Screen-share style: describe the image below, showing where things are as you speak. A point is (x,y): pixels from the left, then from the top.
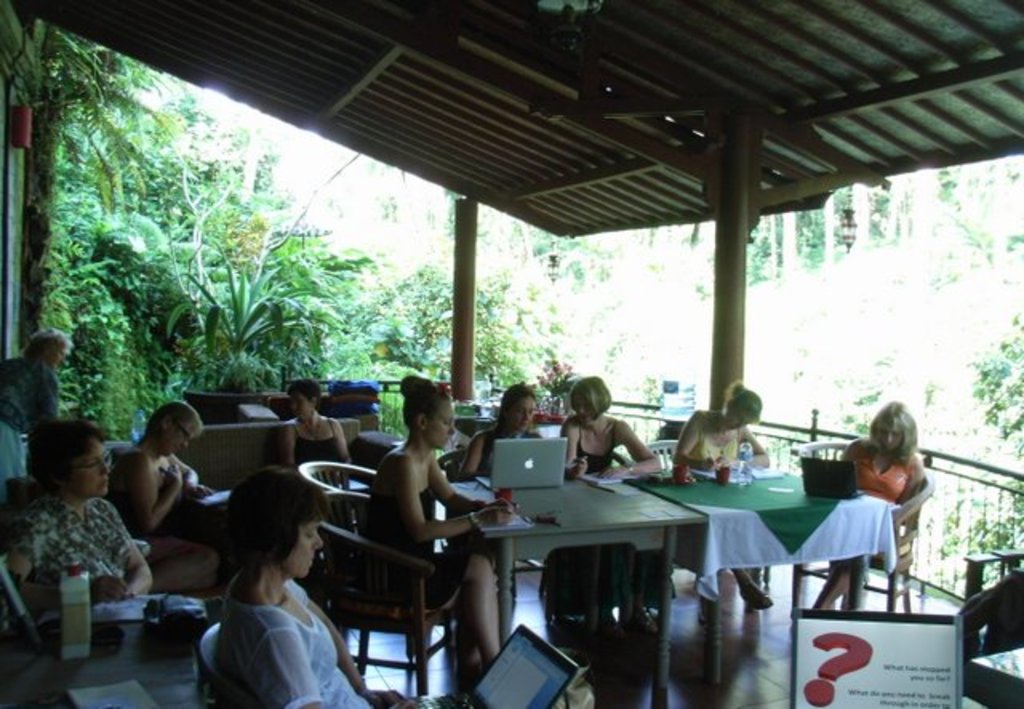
This picture describes about group of people (425,465) few are seated on the chair (327,565), and few are standing in front of them we can find couple of laptops (546,467), bottles (741,472), glasses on the tables (620,532), in the background (358,301) we can see trees (230,240) and couple of lights (842,224).
